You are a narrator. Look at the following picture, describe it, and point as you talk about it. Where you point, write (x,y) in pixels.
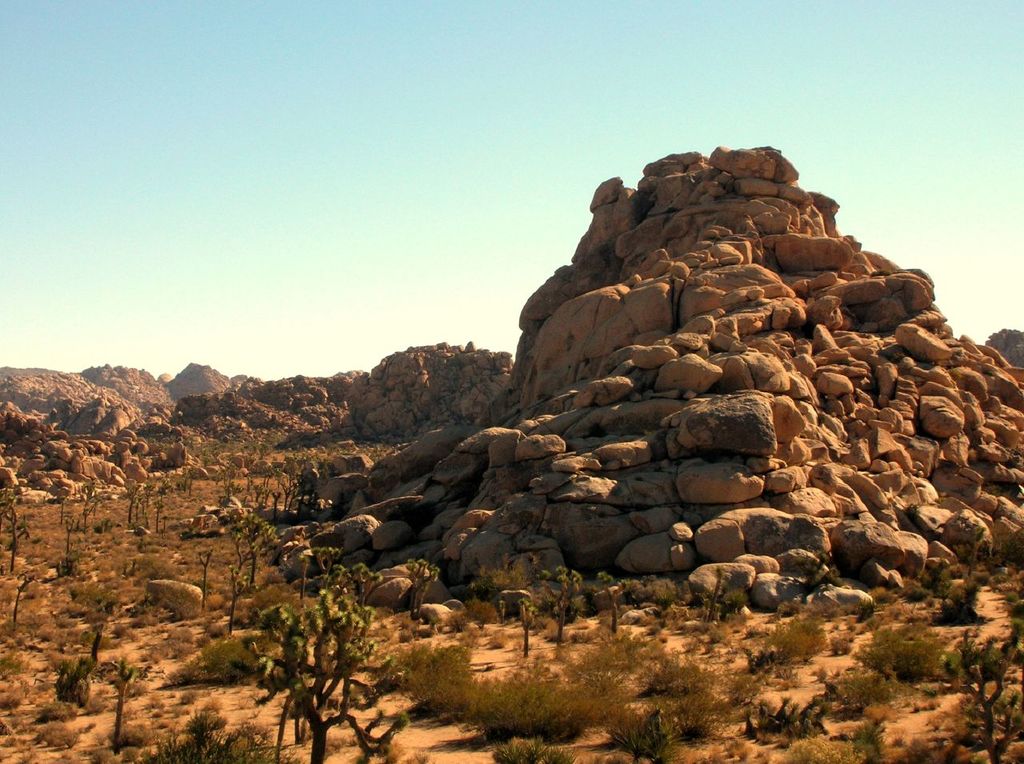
In this image I can see few trees (266,623), few plants (610,686) and the ground (423,737). In the background (707,217) I can see a huge mountain (741,315) which is made up of stones (728,361), few other mountains (224,398) and the sky (390,158).
